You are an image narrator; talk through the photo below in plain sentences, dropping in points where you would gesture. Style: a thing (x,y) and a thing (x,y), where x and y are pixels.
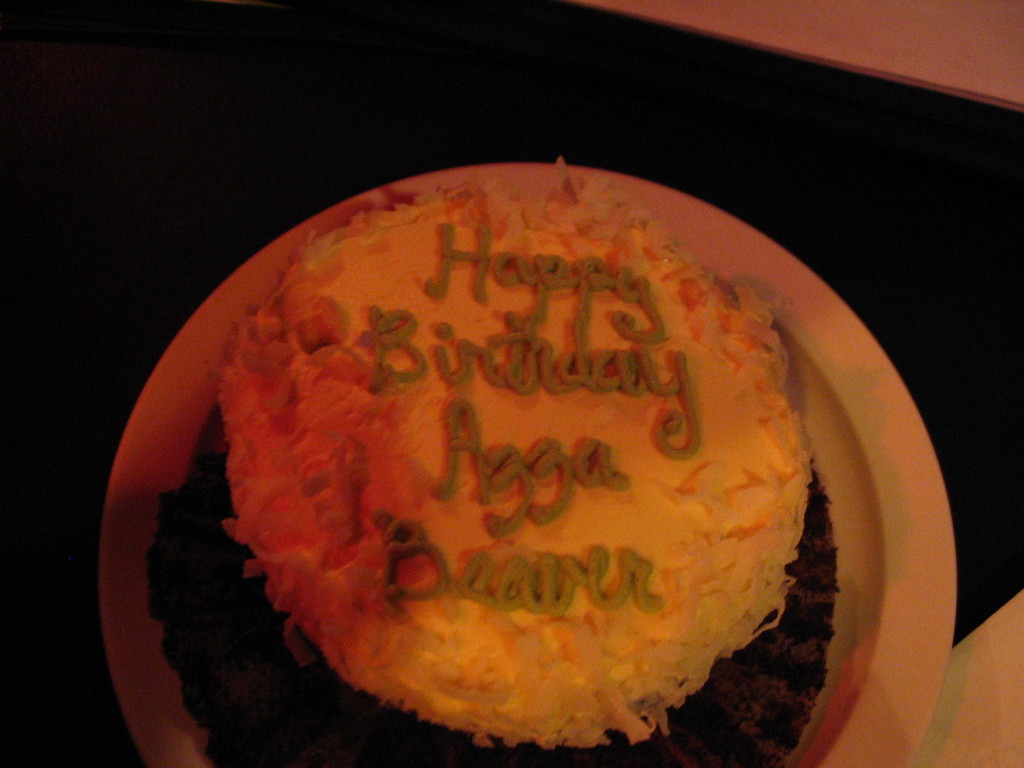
In this image there is a cake (620,509) on the table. On the cake (485,452) there is cream (509,513).
